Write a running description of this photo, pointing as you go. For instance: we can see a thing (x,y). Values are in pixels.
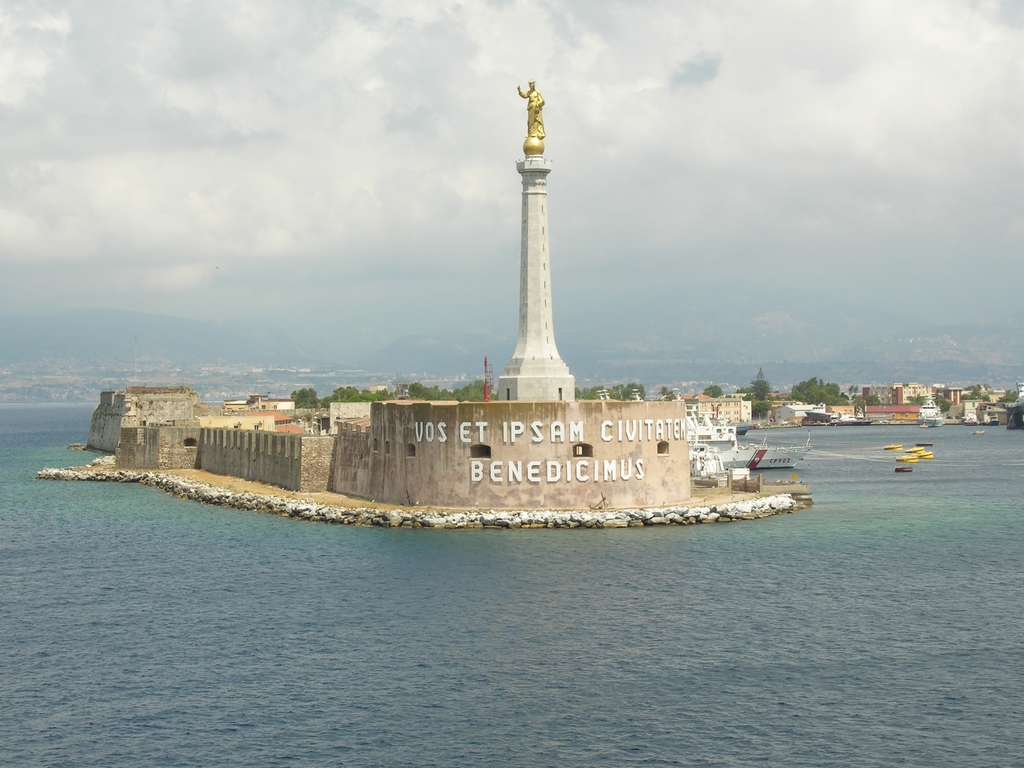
In the center of the image (522,390) there is a statue (534,108). On the right side of the image (843,389) we can see the buildings (882,403), trees (913,402), boats (856,416) are present. On the left side of the image (122,345) mountains (113,343) are there. At the top of the image (337,119) clouds (348,91) are present in the sky (362,130). At the bottom of the image (390,707) water (418,707) is there.
